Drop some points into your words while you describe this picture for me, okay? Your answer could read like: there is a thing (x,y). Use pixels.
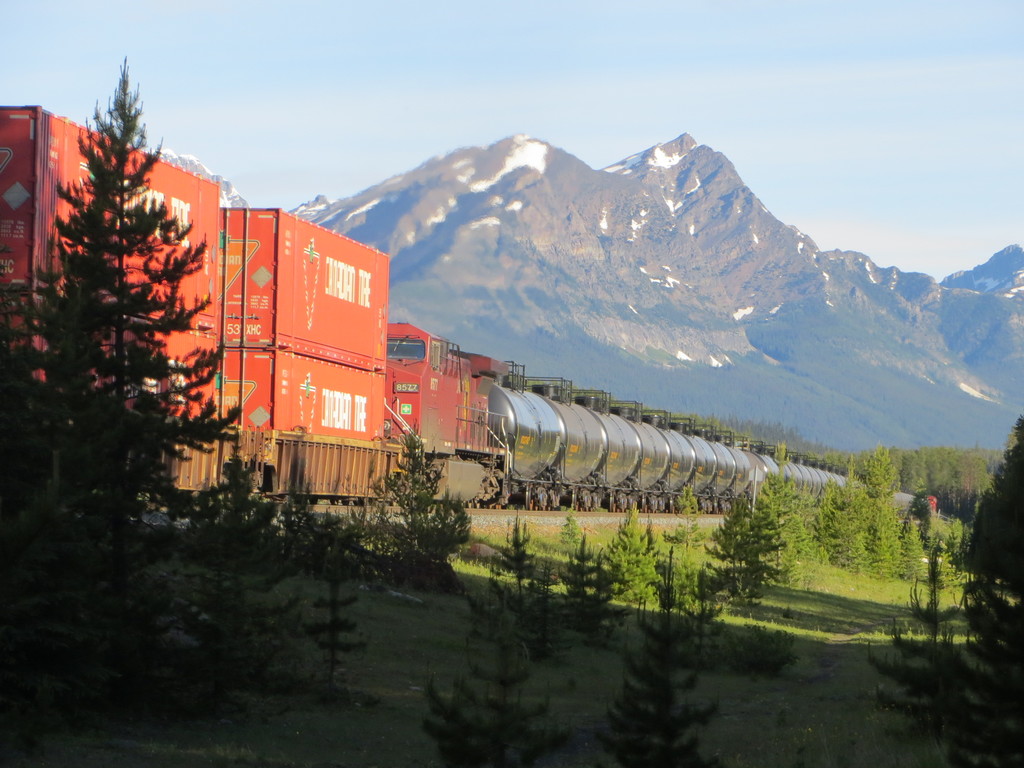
In this image we can see a goods train (351,386) is moving on the railway track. This part of the image is dark, where we can see trees (12,645), grassland (365,716), mountains (623,280) and the pale blue color sky (703,110) in the background (486,135).
